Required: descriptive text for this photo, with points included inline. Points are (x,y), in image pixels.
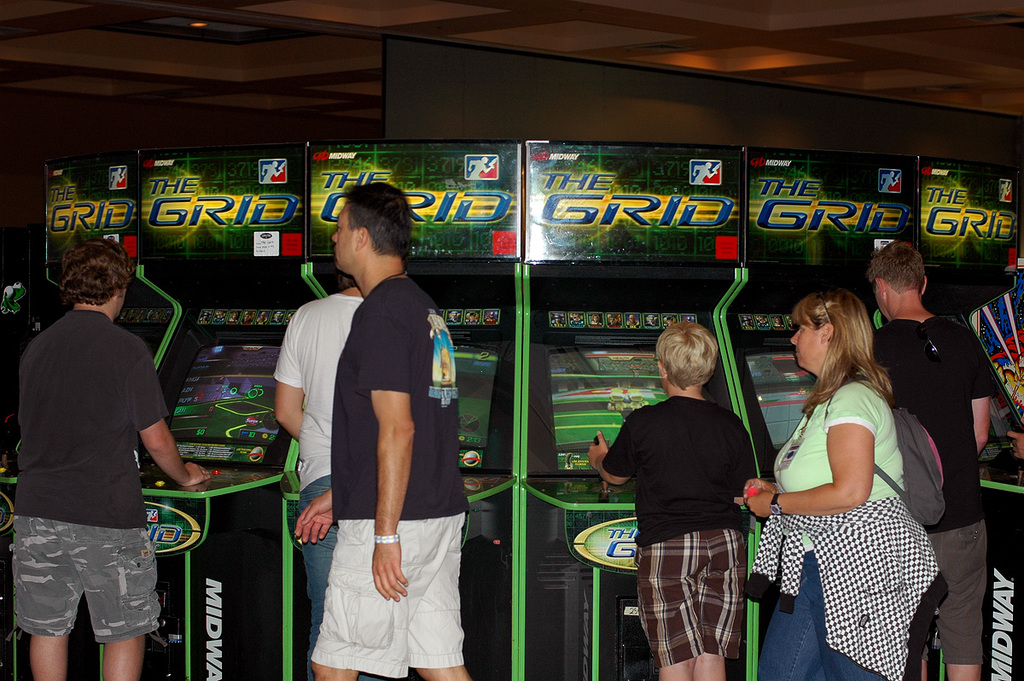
As we can see in the image there are few people (66,488) here and there. Few of them are playing games and there are screens (577,392).
